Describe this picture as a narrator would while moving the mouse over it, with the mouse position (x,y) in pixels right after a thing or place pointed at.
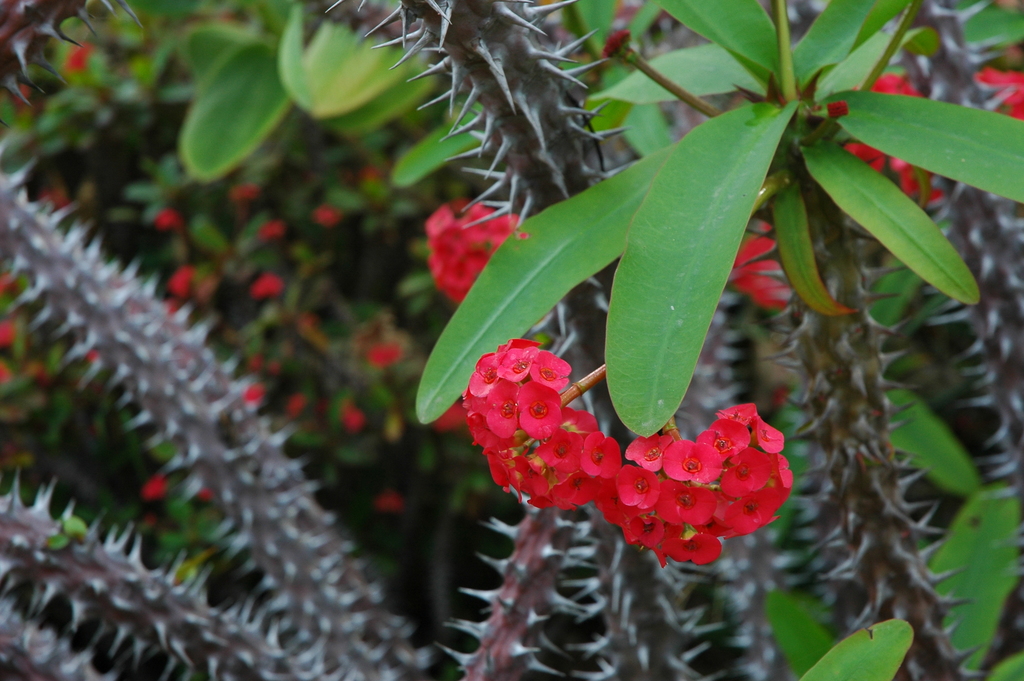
In this picture I can see some small red flowers (536,469) on the plant (611,191). In the back (413,158) I can see the blur image. At the bottom (250,635) I can see the cactus plant (536,602).
